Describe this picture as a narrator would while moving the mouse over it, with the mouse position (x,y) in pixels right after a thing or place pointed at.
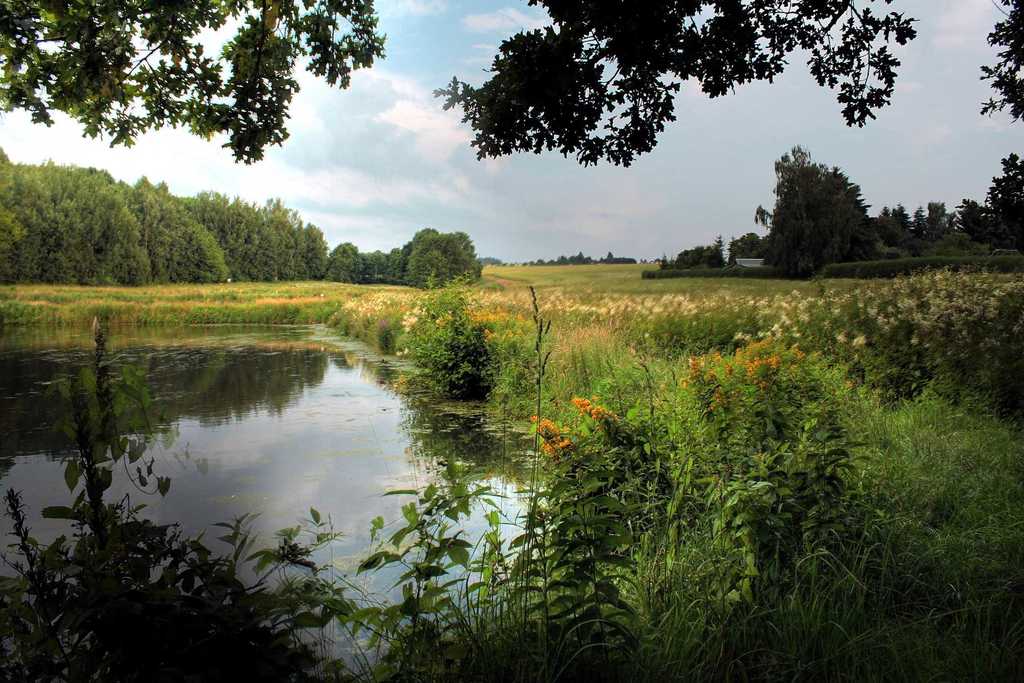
This image is taken outdoors. At the top of the image (374,148) there is the sky (449,196) with clouds (662,192) and there are few trees (578,75). At the bottom of the image (715,630) there is a ground (809,634) with grass (838,539) and a few plants (293,634) on it. On the left side of the image (231,408) there is a pond (212,435) with water (252,419). In the background (265,237) there are many trees (868,242) and plants (717,334) on the ground (864,410). On the right side of the image (758,472) there are many plants (853,495).
